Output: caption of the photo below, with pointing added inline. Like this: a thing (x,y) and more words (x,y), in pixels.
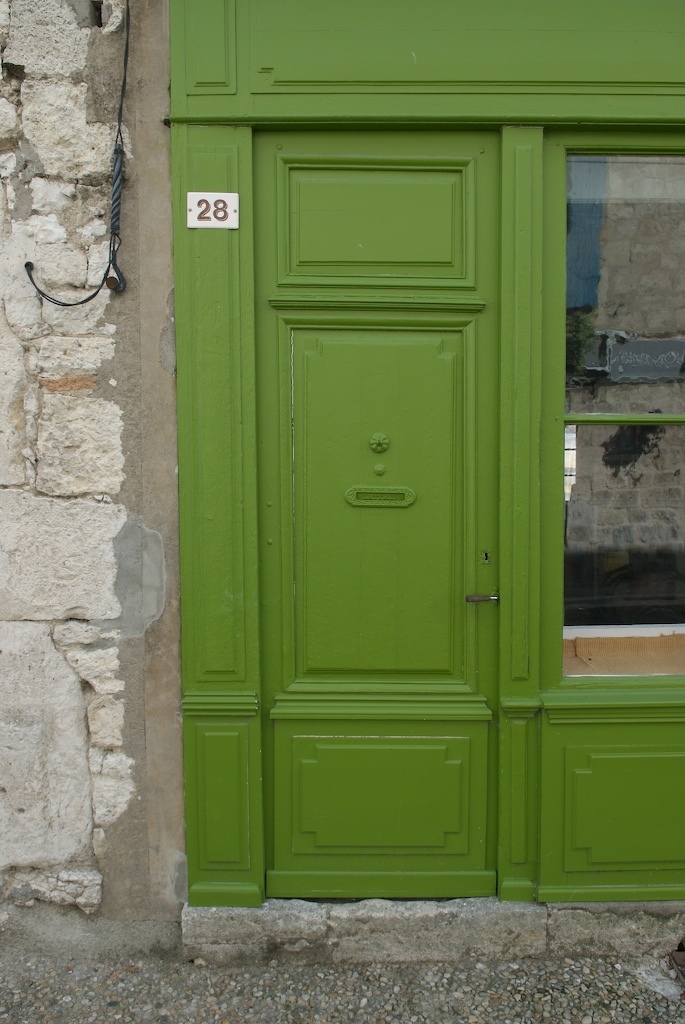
In this image there is the wall (58,413), green color door (278,378) and glass window (601,373) visible.
